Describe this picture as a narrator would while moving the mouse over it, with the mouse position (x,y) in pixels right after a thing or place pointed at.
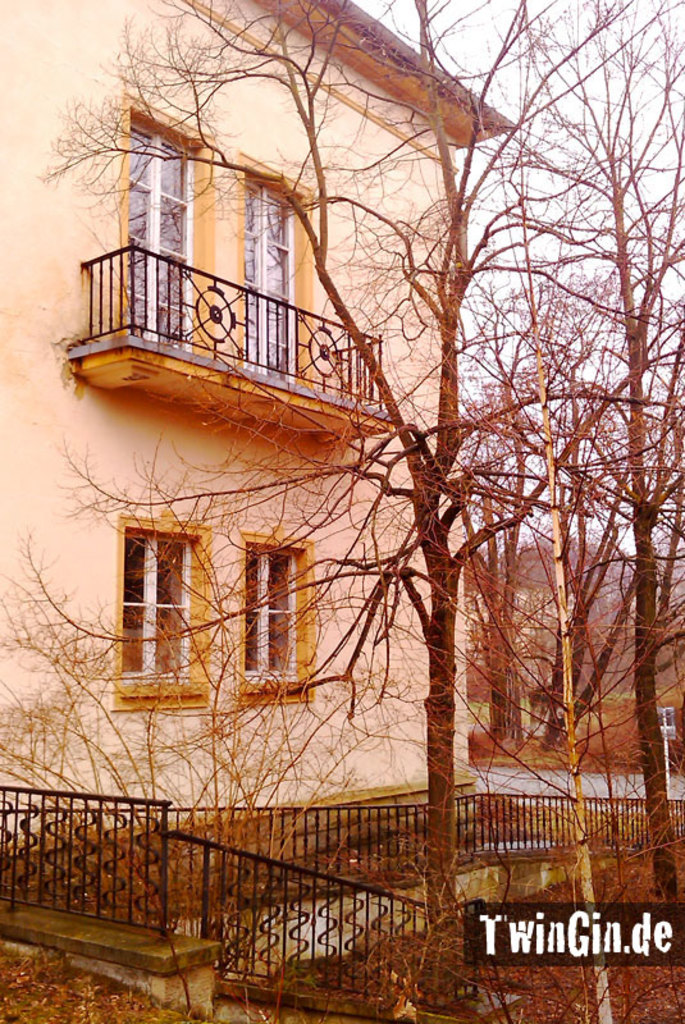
In the picture I can see the steel railing (369,817), dry trees (69,621), a building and the sky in the background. Here we can see the watermark (575,954) at the bottom right side of the image (575,954).
